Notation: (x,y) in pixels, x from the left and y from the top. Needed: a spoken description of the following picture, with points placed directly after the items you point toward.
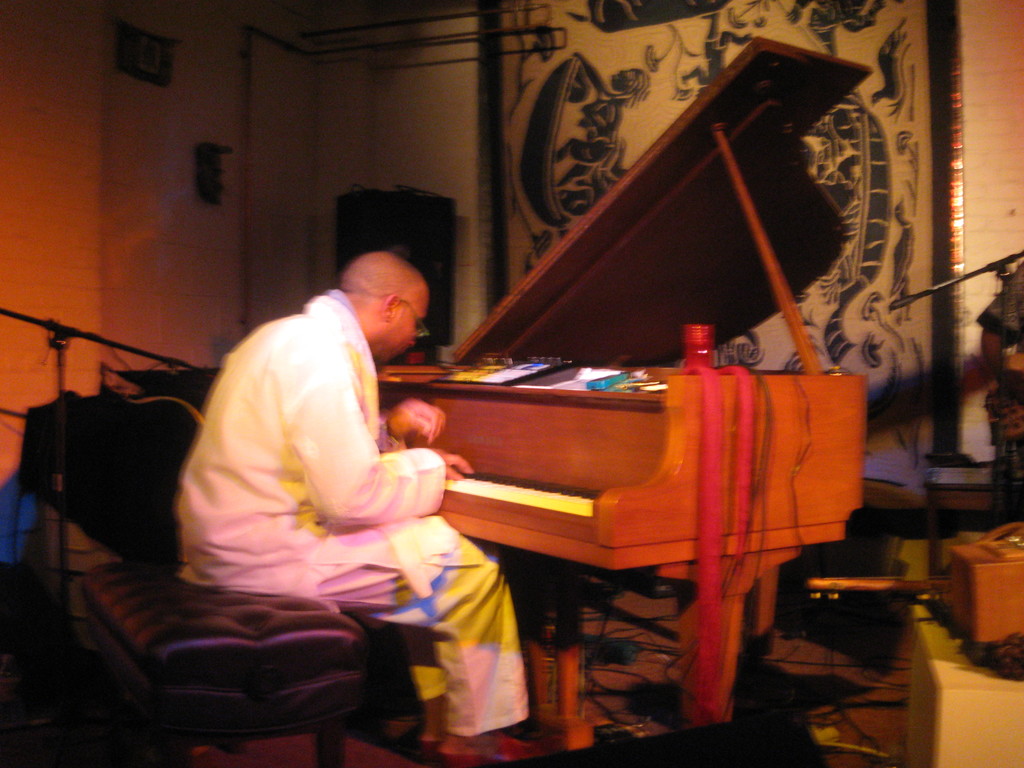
This picture is clicked inside the room (59,280). Here, the man (219,461) in white shirt (259,452) who is sitting on chair (251,628) is playing a musical instrument (536,400) which looks like keyboard (591,516). Beside him, we see a white wall (150,236) on which two photo frames (202,152) are placed and on background (587,27), we see a colorful wall (876,162) and on the right bottom of the picture (929,641), we see a table (979,718) on which a wooden box (972,576) is placed.
